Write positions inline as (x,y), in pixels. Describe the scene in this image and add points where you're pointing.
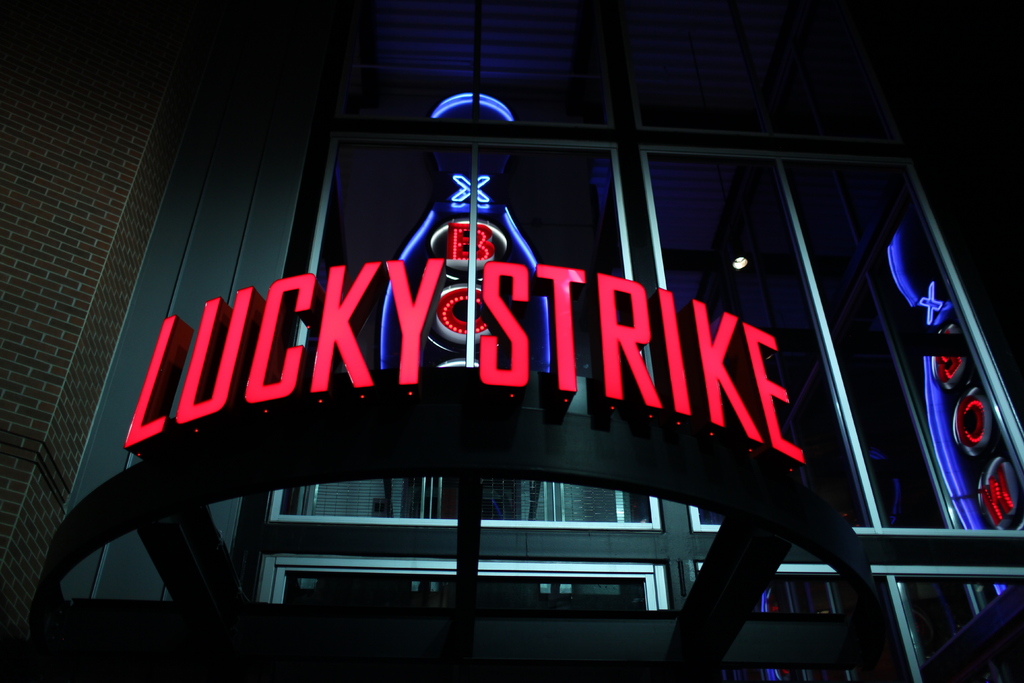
In this picture I can see there is a name board (686,413) and there are lights (564,365) inside it and in the background (459,359) there is a building (207,239) and there is a glass window (620,250).
